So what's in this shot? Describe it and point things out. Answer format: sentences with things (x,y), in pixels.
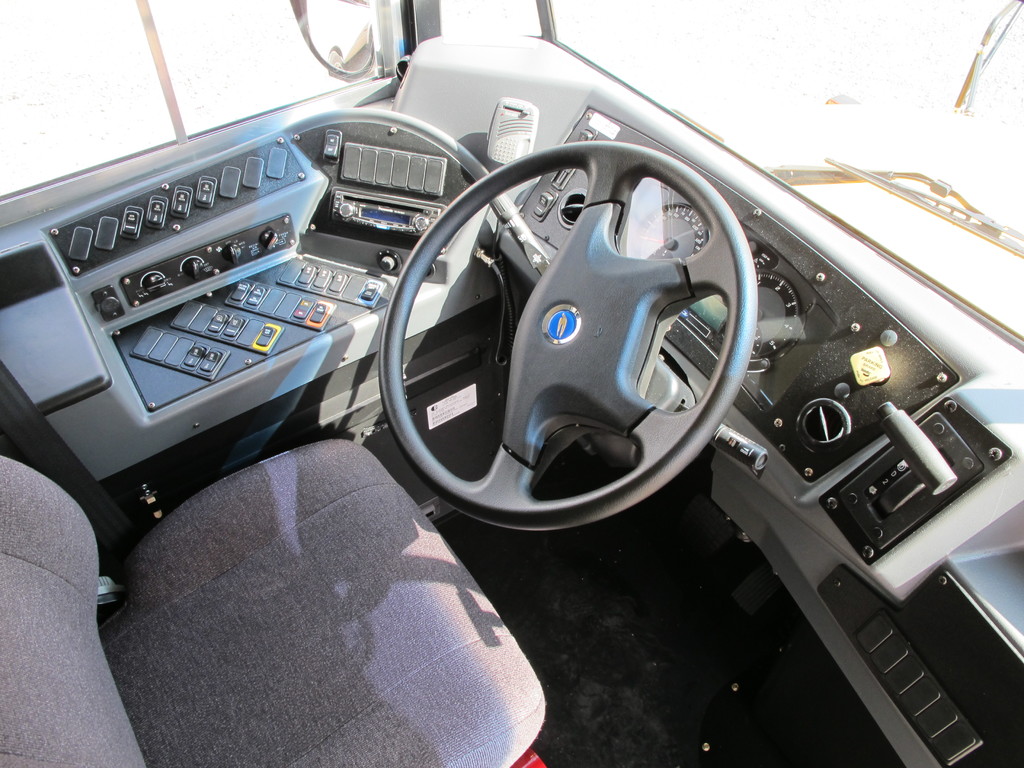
In this image we can see inside part (637,419) of the vehicle (510,197) and there are buttons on the board (678,202) and the chair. In front of the chair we can see the steering (491,187), mirror (341,53) and few objects (842,417).
